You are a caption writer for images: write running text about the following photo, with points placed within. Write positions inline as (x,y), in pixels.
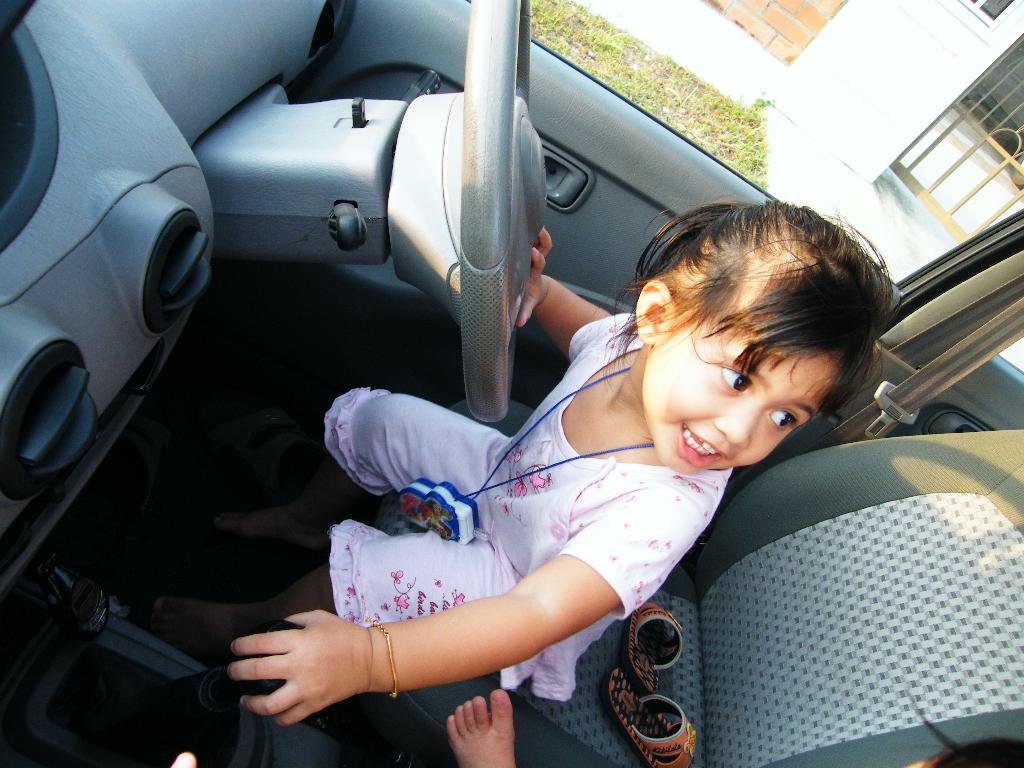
In this image and inside the car (833,433) one girl (571,437) is sitting on seat (395,507) and outside of the car (579,283) some grass (710,90) is there
